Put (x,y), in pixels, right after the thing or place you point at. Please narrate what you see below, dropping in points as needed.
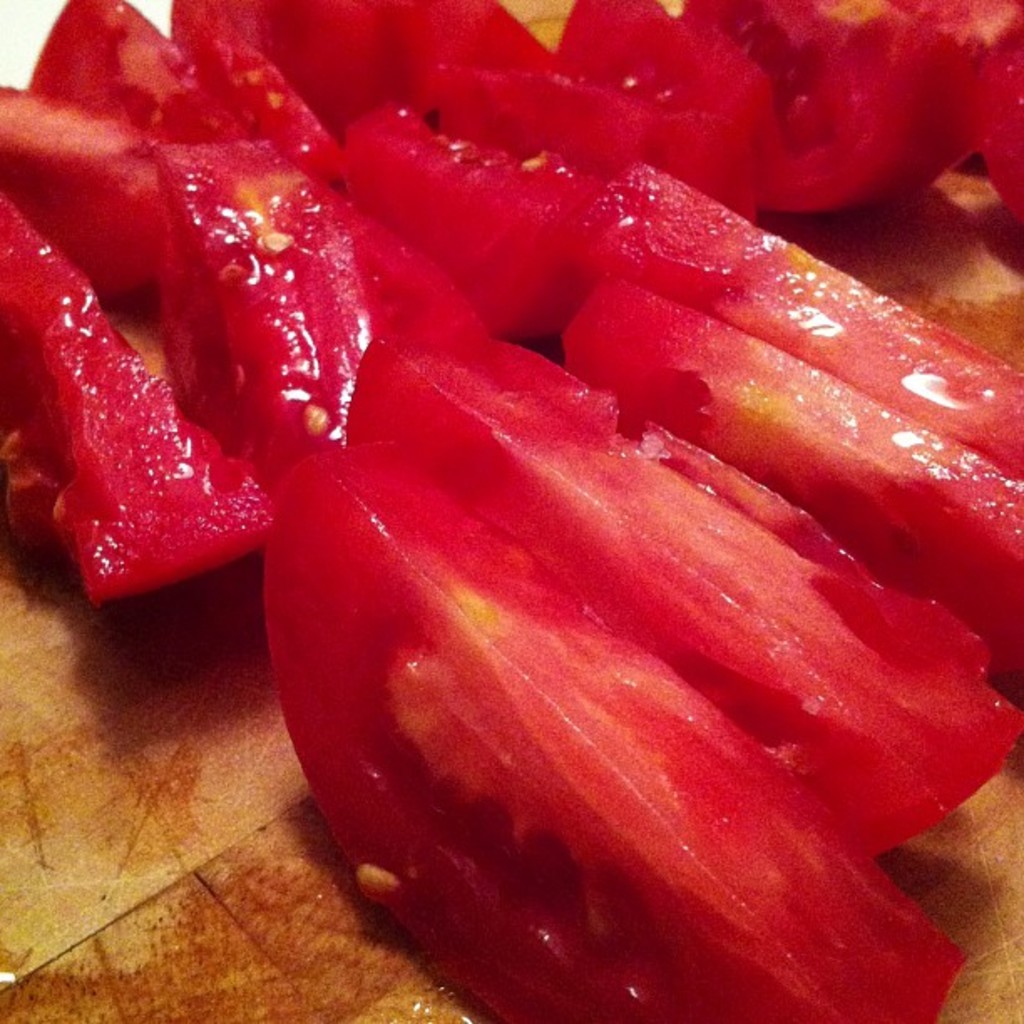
In this image there is a chopping board (1019,921) and there are a few tomato slices (637,280) on the chopping board (991,909).
